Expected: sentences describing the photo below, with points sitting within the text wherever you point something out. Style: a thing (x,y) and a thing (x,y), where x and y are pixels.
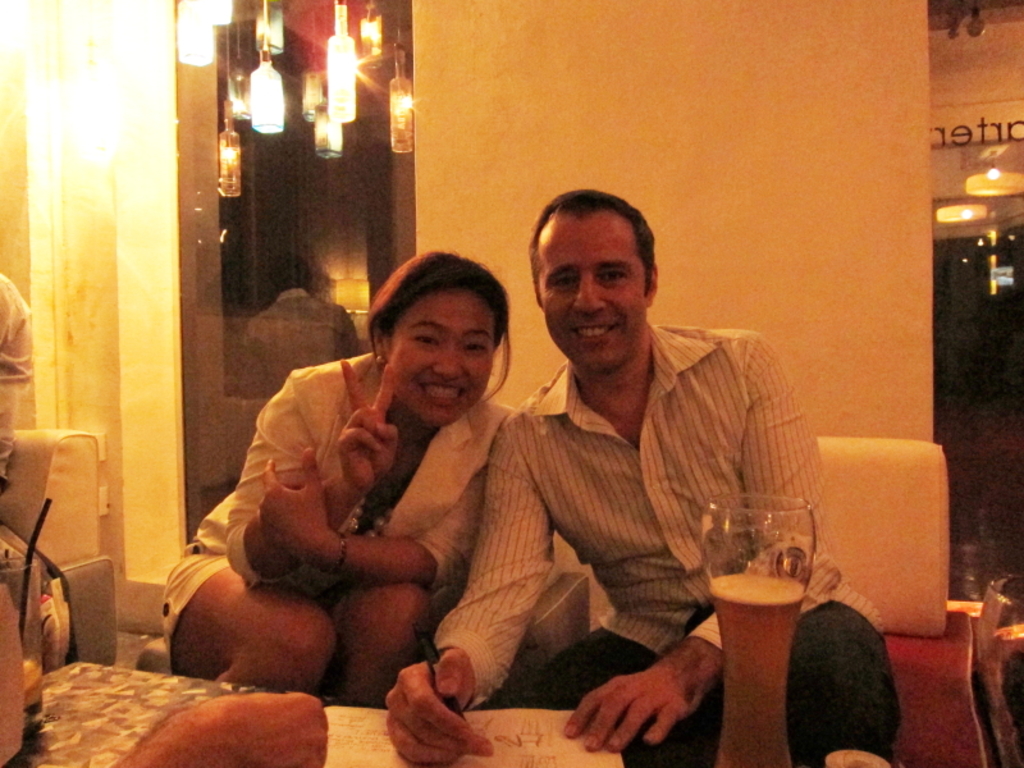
In this picture there is a man (534,237) and a woman (388,442) on the sofa (872,512), in the center of the image (662,420) and there are lamps (226,137) at the top side of the image (203,13), there is a table (73,750) at the bottom side of the image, on which there is a paper (567,753), there is another sofa (84,636) on the left side of the image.
